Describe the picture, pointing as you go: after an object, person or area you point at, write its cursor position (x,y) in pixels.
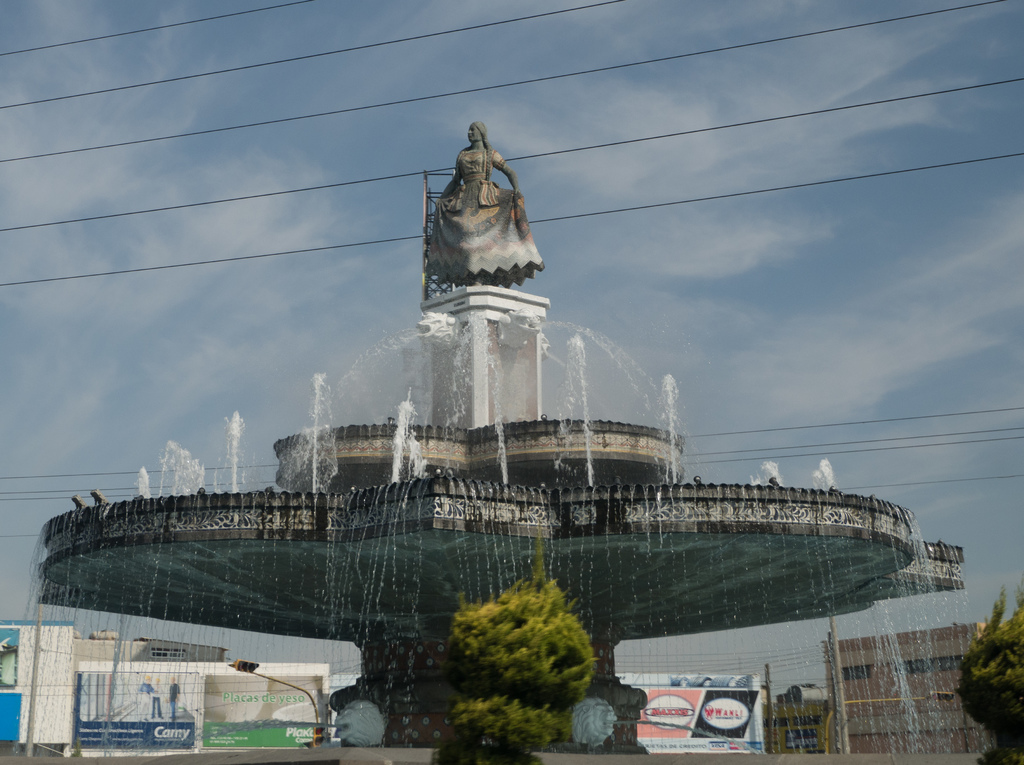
In the middle of the image (417,499) we can see a fountain (441,356) and a statue (484,260). In the background (890,724) we can see advertisements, buildings (880,711), electric poles (837,660), electric cables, trees (1021,702) and sky (76,443) with clouds (315,364).
